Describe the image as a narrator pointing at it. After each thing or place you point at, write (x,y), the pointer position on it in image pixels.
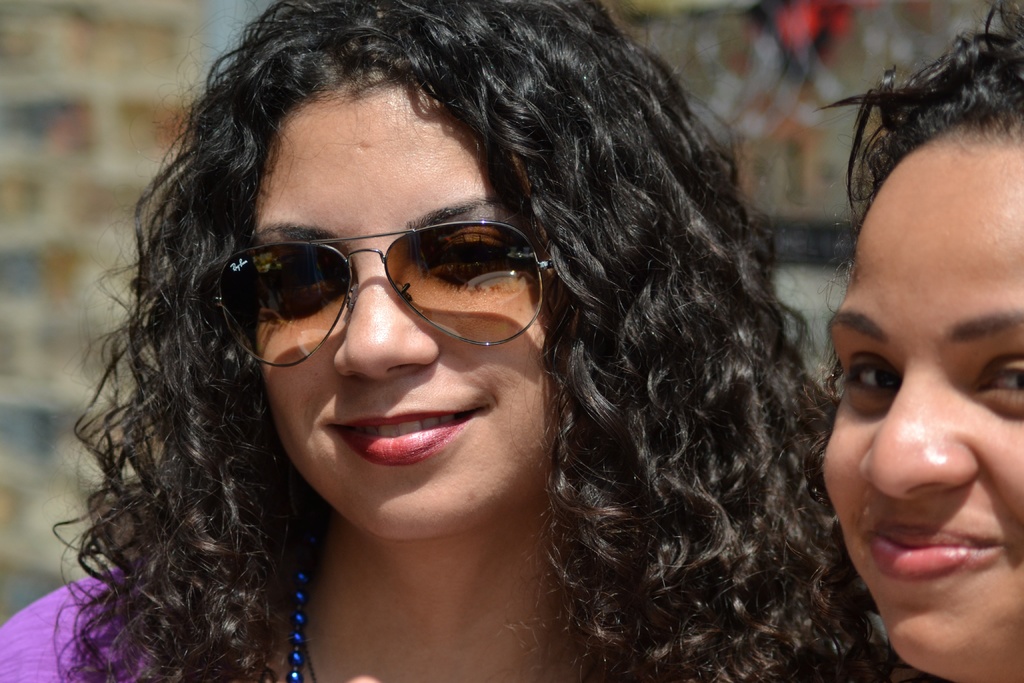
In this image I can see in the middle (349,354) a woman (573,335) is there, she wears sun glasses (346,304) and a blue color necklace (300,652). On the right side (868,275) there is another woman (986,485) is smiling.
